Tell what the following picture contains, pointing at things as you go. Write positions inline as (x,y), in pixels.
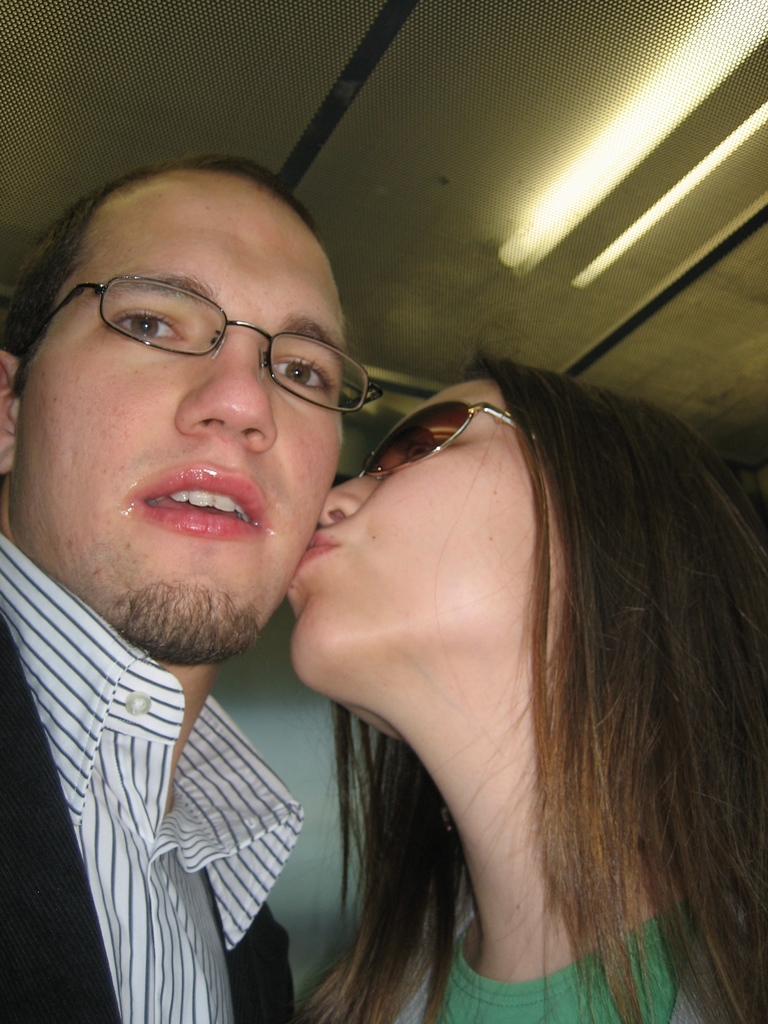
In the foreground of the picture (141,815), there is a man (90,646) and also a woman (491,723) kissing on the cheek (308,520) of the man (308,535). In the background (614,150), there are lights (589,159) to the ceiling (513,50).
